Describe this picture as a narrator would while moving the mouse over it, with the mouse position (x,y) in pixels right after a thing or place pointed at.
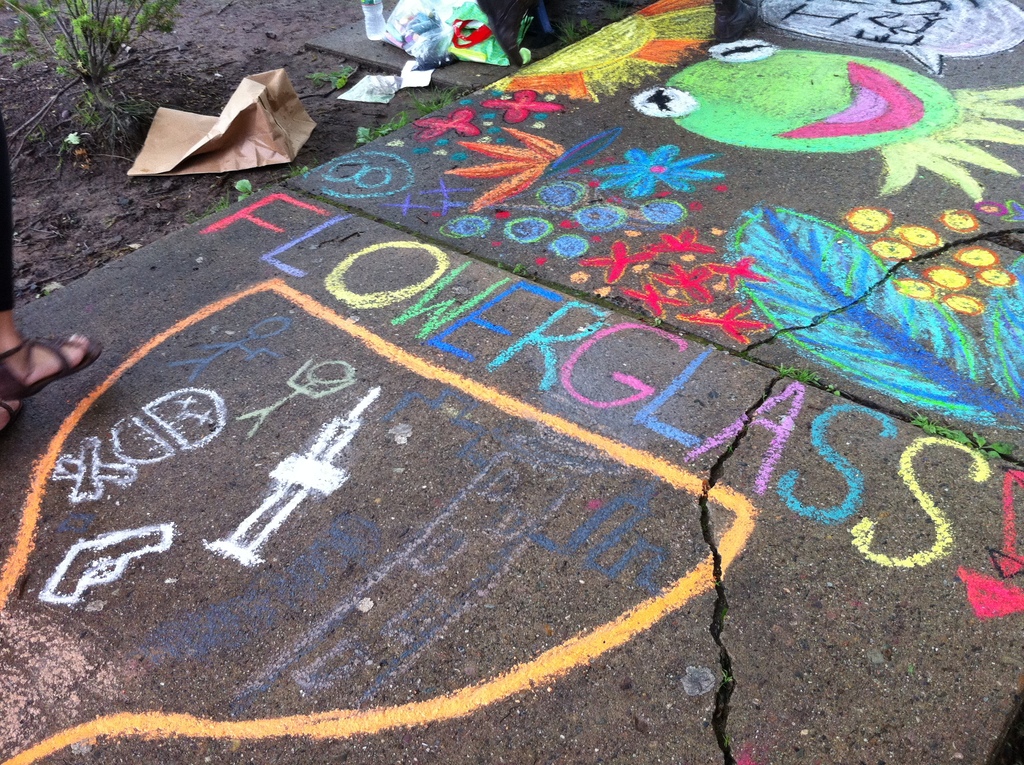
In this image I see the ground (594,386) on which I see rangoli (221,632) which is colorful and I see an animal face (762,87) over here and I see a word (448,299) written over here and I see brown color bag (199,145) over here and I see a person's legs (43,345) over here and I see a plant (99,121) over here.
